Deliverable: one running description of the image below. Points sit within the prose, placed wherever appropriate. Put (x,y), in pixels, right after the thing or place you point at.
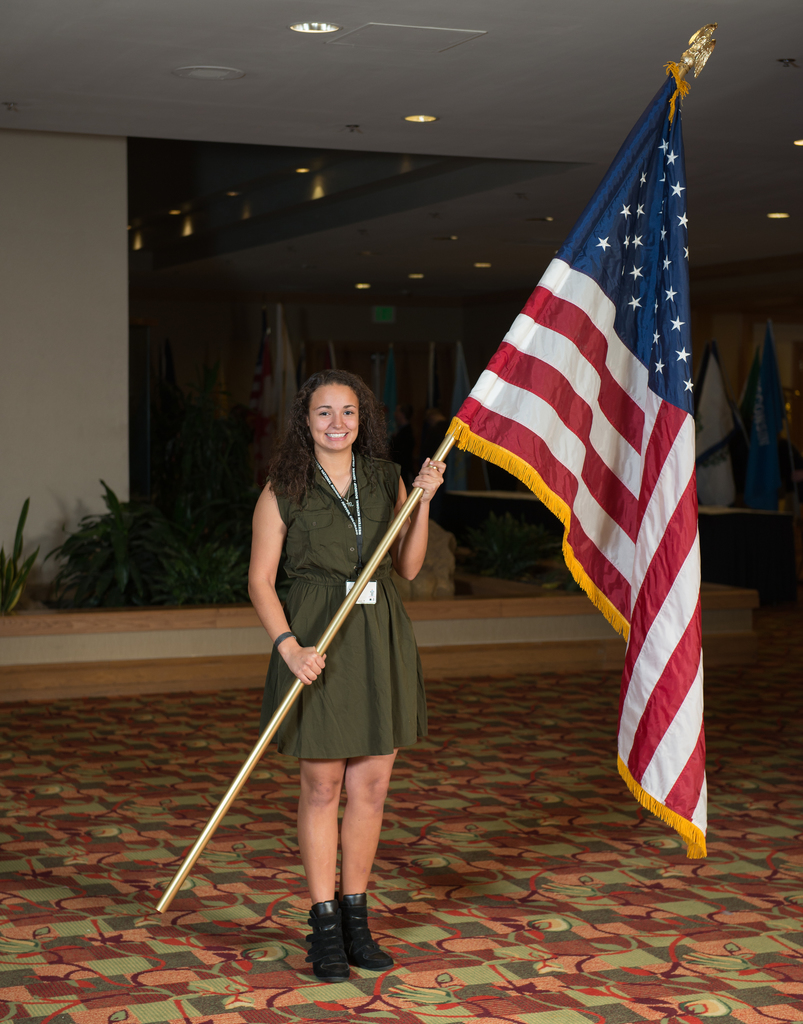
In this picture we can see a woman (327,885) standing on the floor (409,770) and holding a pole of a flag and in the background (144,531) we can see flags (267,414), lights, plants (149,537).
